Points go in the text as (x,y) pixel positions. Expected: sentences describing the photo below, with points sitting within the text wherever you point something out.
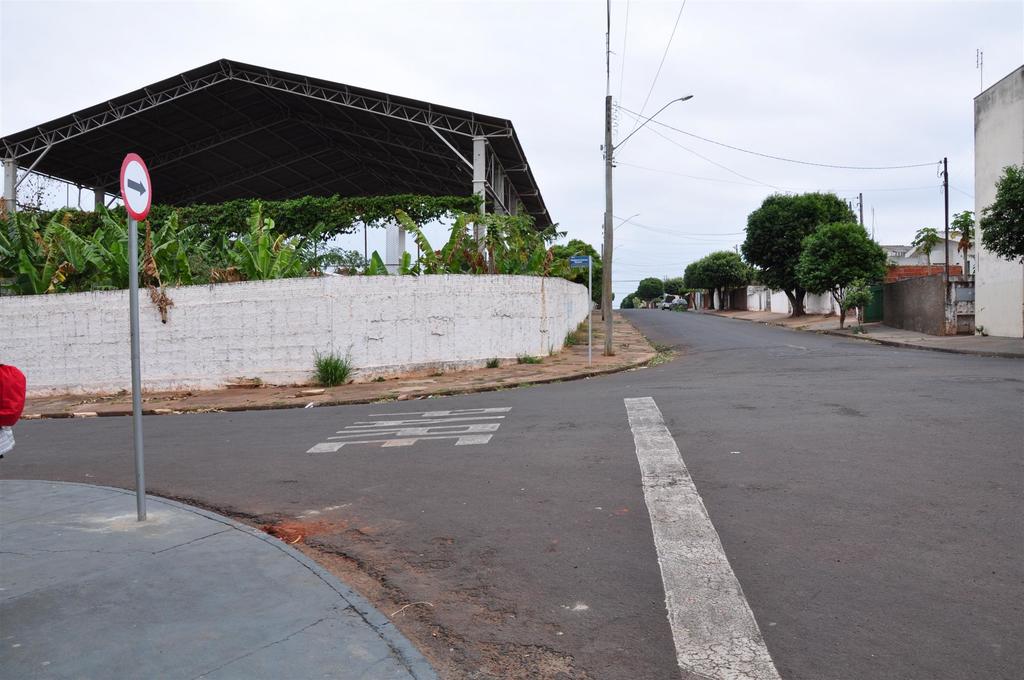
In this image I can see the road (713,417), few light poles (602,263), trees (803,273) in green color, houses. In front I can see the shed (449,113) and the sky (436,57) is in white color.
